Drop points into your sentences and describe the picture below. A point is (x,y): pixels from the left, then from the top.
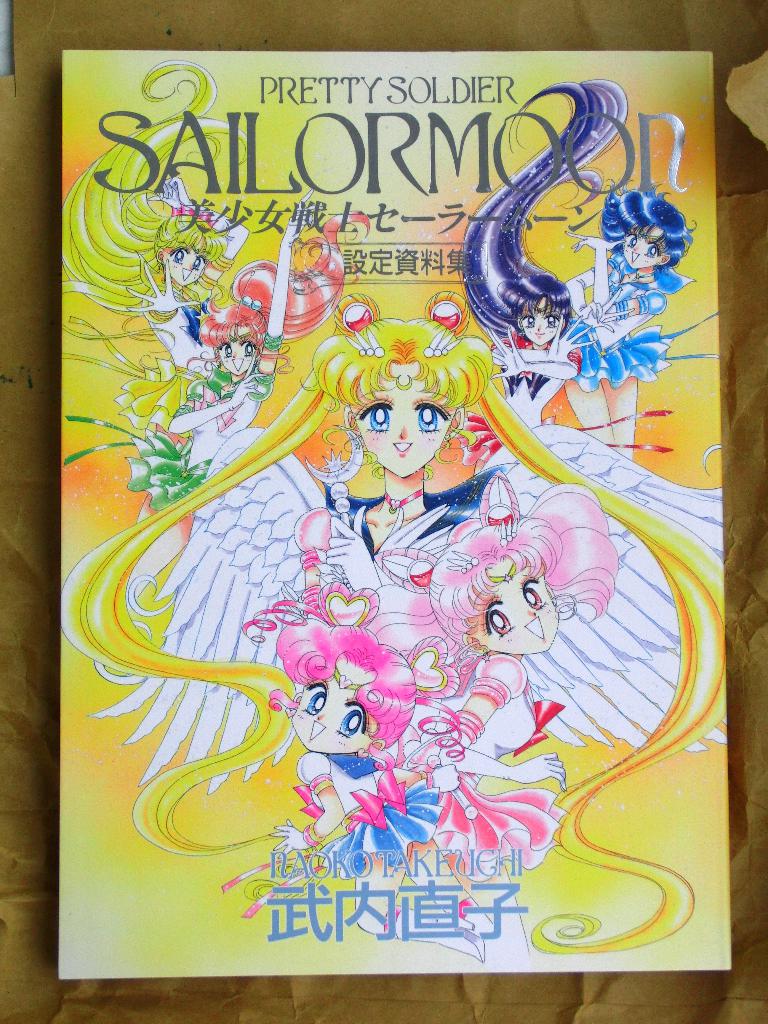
In this image there is a poster (629,882) on the surface (48,481). There are animated pictures (358,542) of women (348,524) are painted on the poster (398,456). There is some text (346,221) on the poster (349,310).
